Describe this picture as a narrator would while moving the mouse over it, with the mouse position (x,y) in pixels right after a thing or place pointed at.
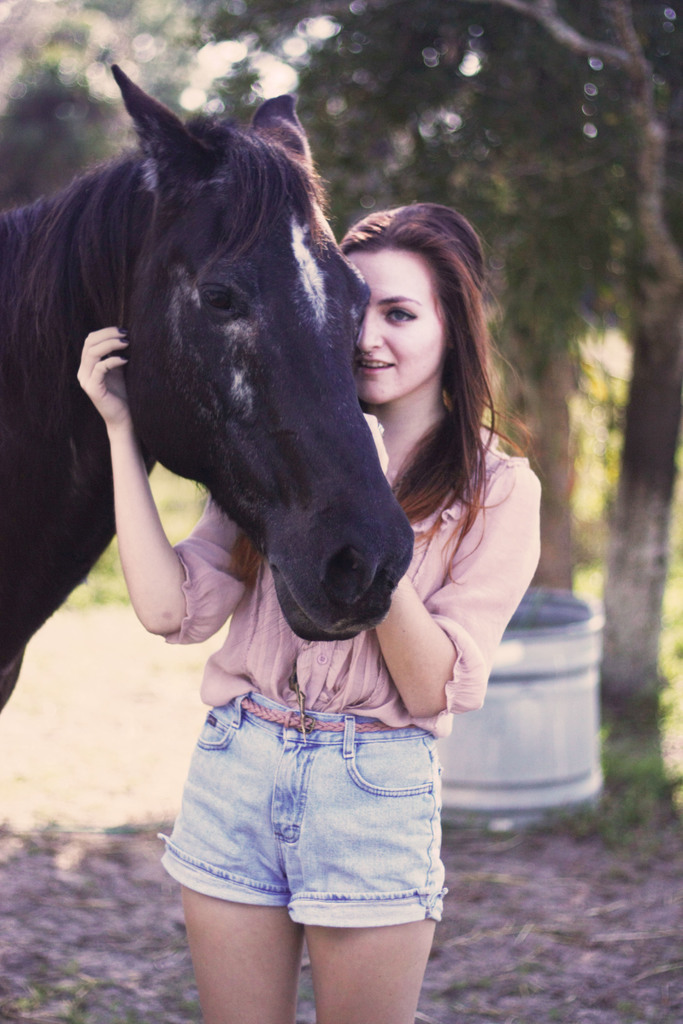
In this image we can see a lady (438,641) wearing pink shirt (378,660) is touching the horse (315,385). In the background of the image (555,180) we can see trees (554,185).
